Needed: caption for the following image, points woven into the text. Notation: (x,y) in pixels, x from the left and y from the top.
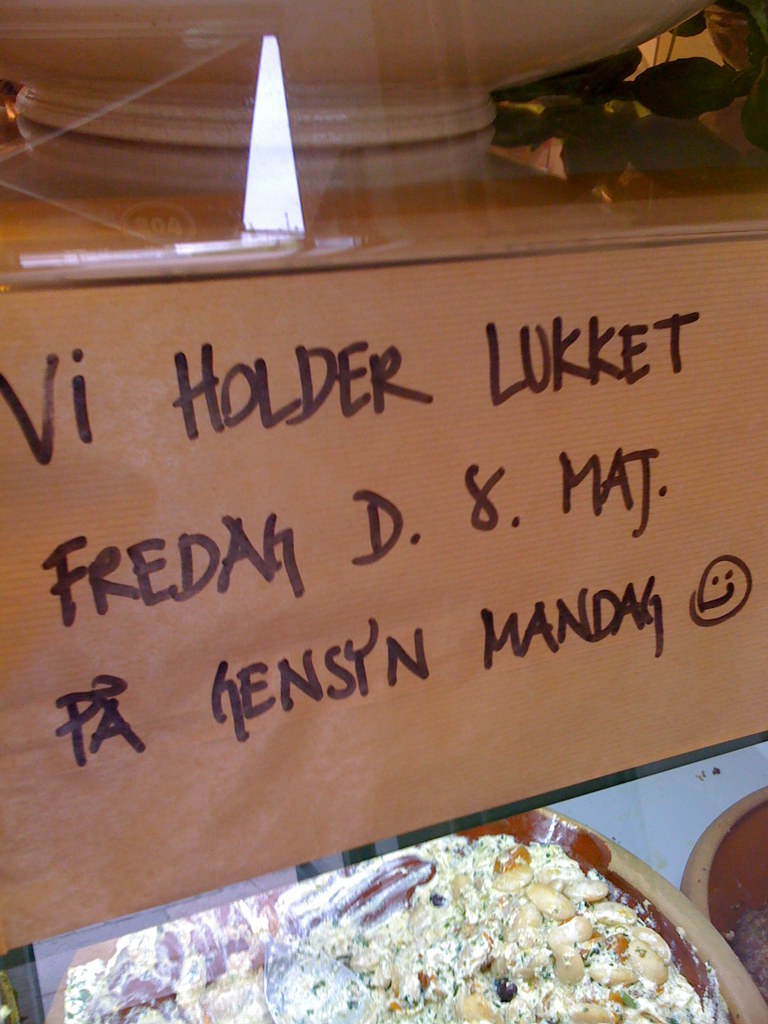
This picture shows couple of bowls (707,903) with some food (435,902) and we see a board (557,322) with some text (557,322) on it.
